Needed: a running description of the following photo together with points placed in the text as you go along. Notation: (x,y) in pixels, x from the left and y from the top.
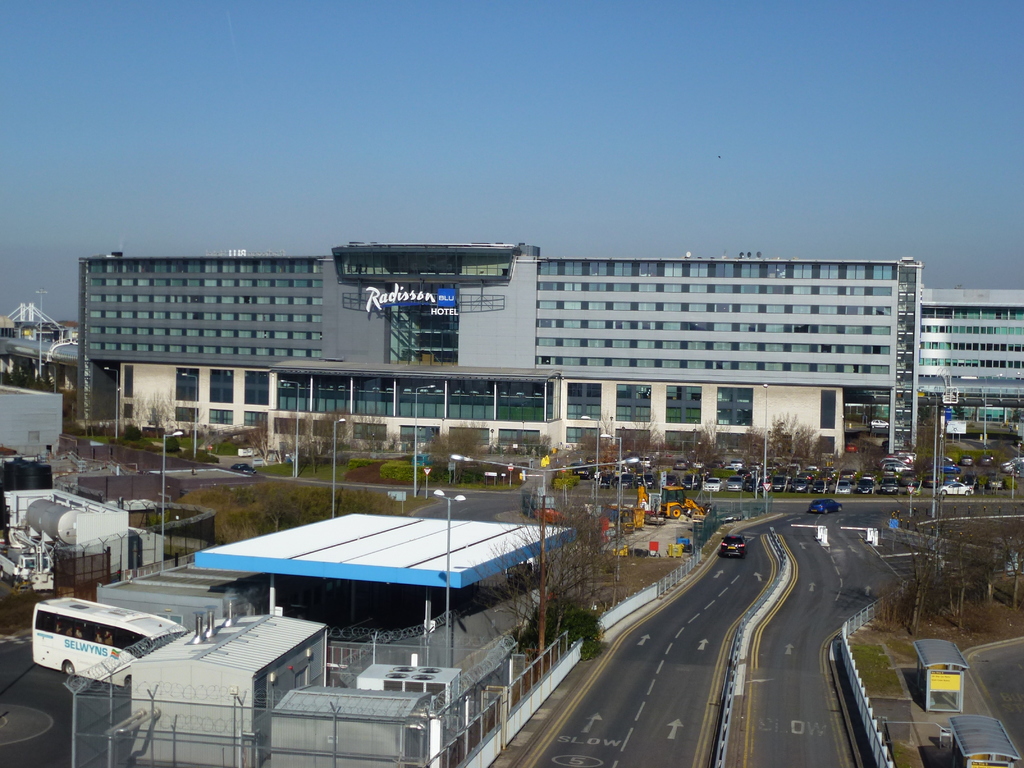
There is a way (663,693), boundaries (580,650), vehicles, it seems like containers (279,634) poles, plants (561,603) and a roof (446,564) in the foreground area of the image (331,549), there are buildings (311,398), vehicles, plants (806,433), poles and sky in the background area (612,197). There is a machine (43,544) on the left side (18,532).
